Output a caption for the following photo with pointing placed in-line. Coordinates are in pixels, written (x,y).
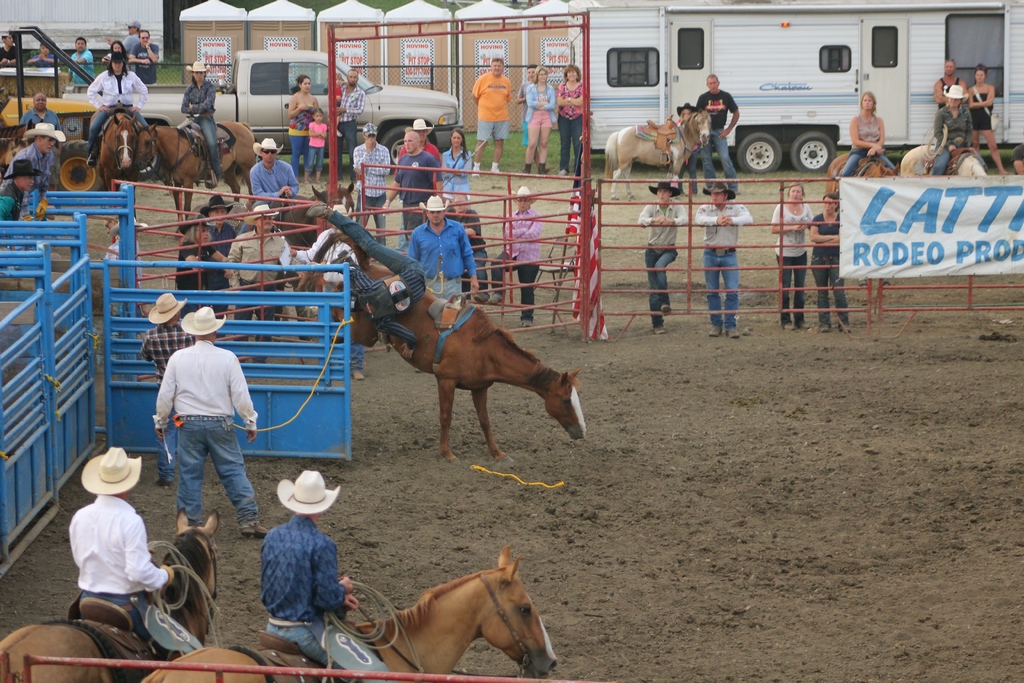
Here I can see few people (123,583) are riding the horses (304,649). Around these people (406,268) there is a metal fencing (22,342). On the right side (914,218) there is a banner (966,228) attached to this fencing (782,196). On this banner (932,238) there is some text (932,233). In the background (952,130) there are many people (342,130) standing and few people (212,166) are sitting on the horses (110,153). There are few vehicles (406,99). At the top of the image (565,55) there are few boards (491,45) on which I can see the text (550,59).
